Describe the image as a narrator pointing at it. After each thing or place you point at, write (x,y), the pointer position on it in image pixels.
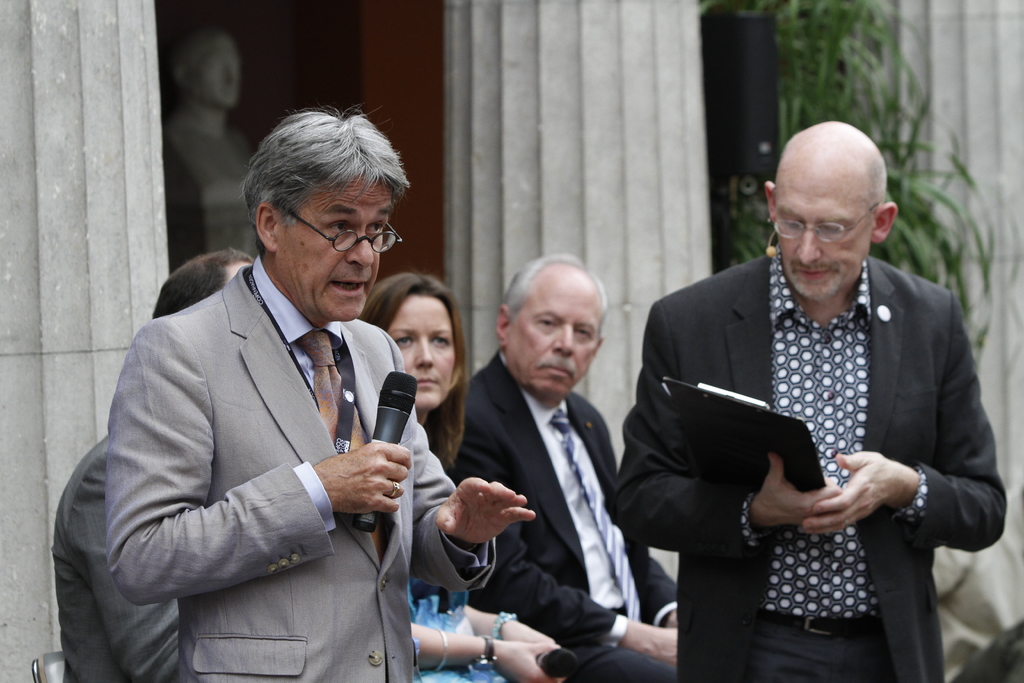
This picture shows couple of them standing and few are seated and we see a man (365,385) holding a microphone (384,421) in his hand (371,498) and speaking and another man (787,491) holding a exam pad (787,447) in his hands (780,471) and we see trees (867,78) and a speaker (771,97) and we see a statue (210,201) on the back (187,156) and we see couple of men (352,225) wore spectacles (834,235).
